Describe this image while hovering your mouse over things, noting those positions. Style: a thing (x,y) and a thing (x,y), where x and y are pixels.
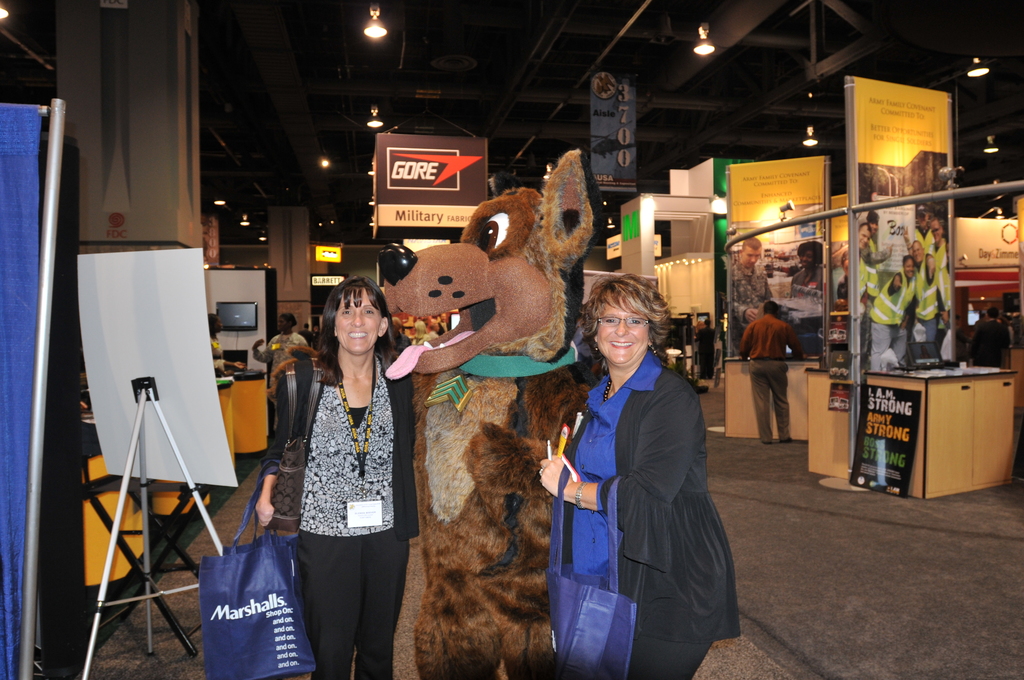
Here we can see a couple of women (622,471) with handbags (611,488) posing with a doll (575,258) in between them and behind them there are counters (832,412), banners (800,199) and at the top (806,145) there are lights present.
